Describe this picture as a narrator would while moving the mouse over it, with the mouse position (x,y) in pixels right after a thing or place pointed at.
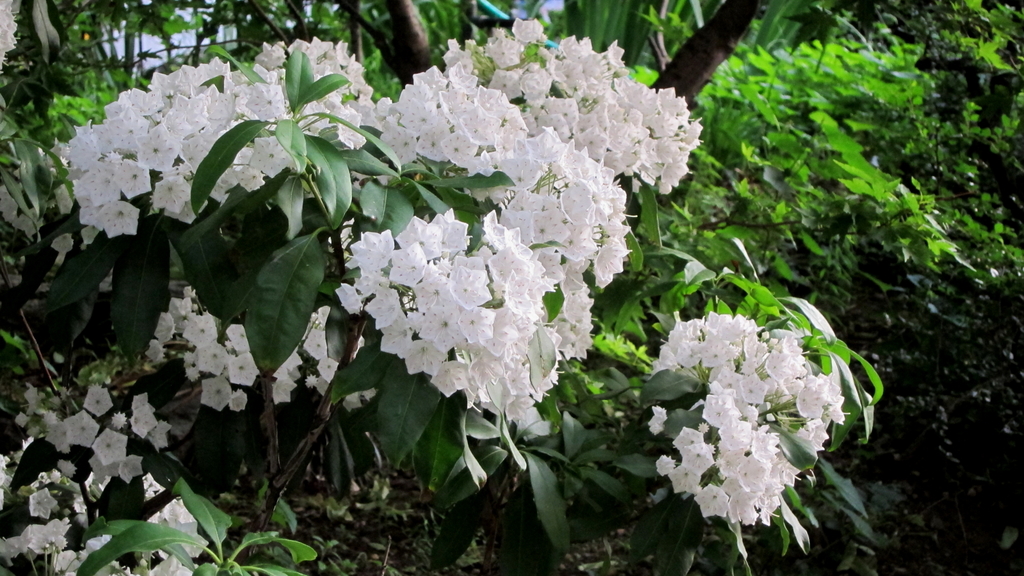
In this picture, we see a plant (327,323) or a tree (540,377) which has flowers (524,339). These flowers (516,394) are in white color. There are trees (1021,318) in the background (924,136). This picture might be clicked in the garden (516,373).
